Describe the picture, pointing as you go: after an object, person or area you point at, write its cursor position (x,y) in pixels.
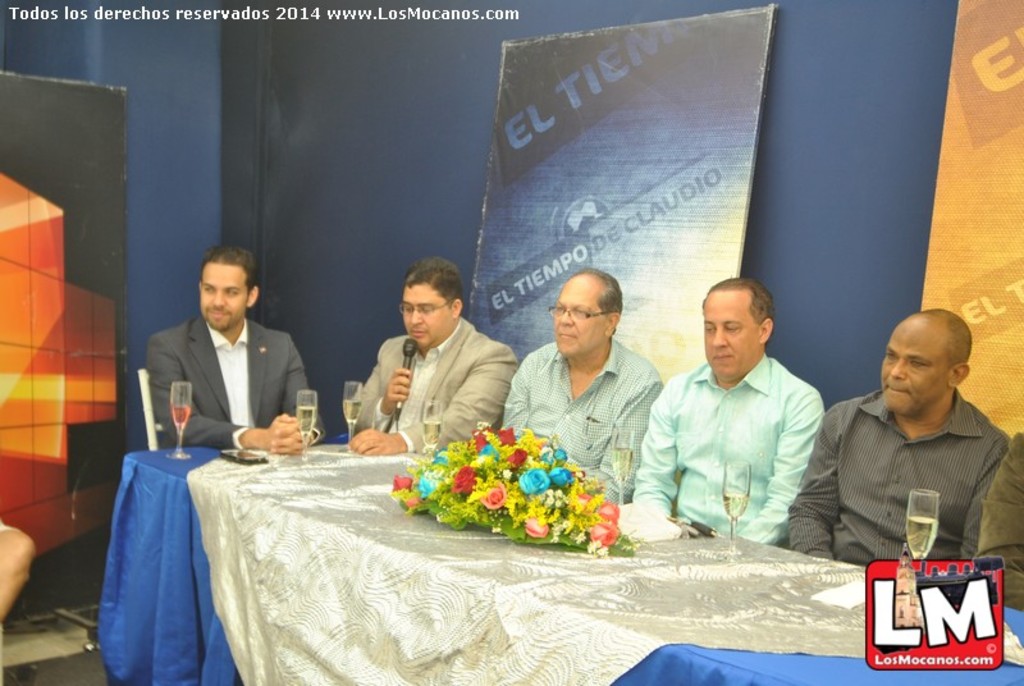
This image is clicked in a meeting. There are six persons (1010,535) sitting in the chairs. In front of them, there is a flower bouquet (459,520) is kept. And glasses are also kept. To the left (260,363), the man (259,363) is wearing black suit (288,388) and white shirt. In the background (287,168), there is a wall (808,211) along with banners (644,126) and posters (712,250).
